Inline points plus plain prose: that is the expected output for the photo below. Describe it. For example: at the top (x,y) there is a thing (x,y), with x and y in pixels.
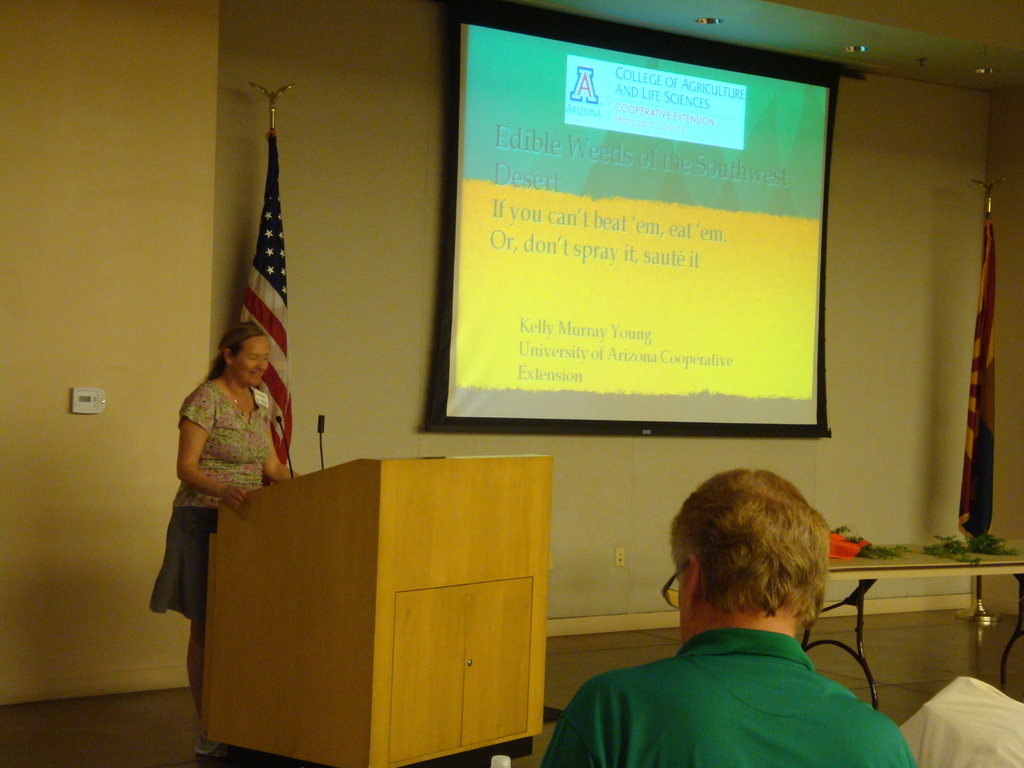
In this image I can see woman (238,349) standing in front of podium (372,471) and I can see a mic (319,457). I can see a screen (531,255), table (869,577) and cream wall (167,243). In front (729,611) I can see a person (768,689).
